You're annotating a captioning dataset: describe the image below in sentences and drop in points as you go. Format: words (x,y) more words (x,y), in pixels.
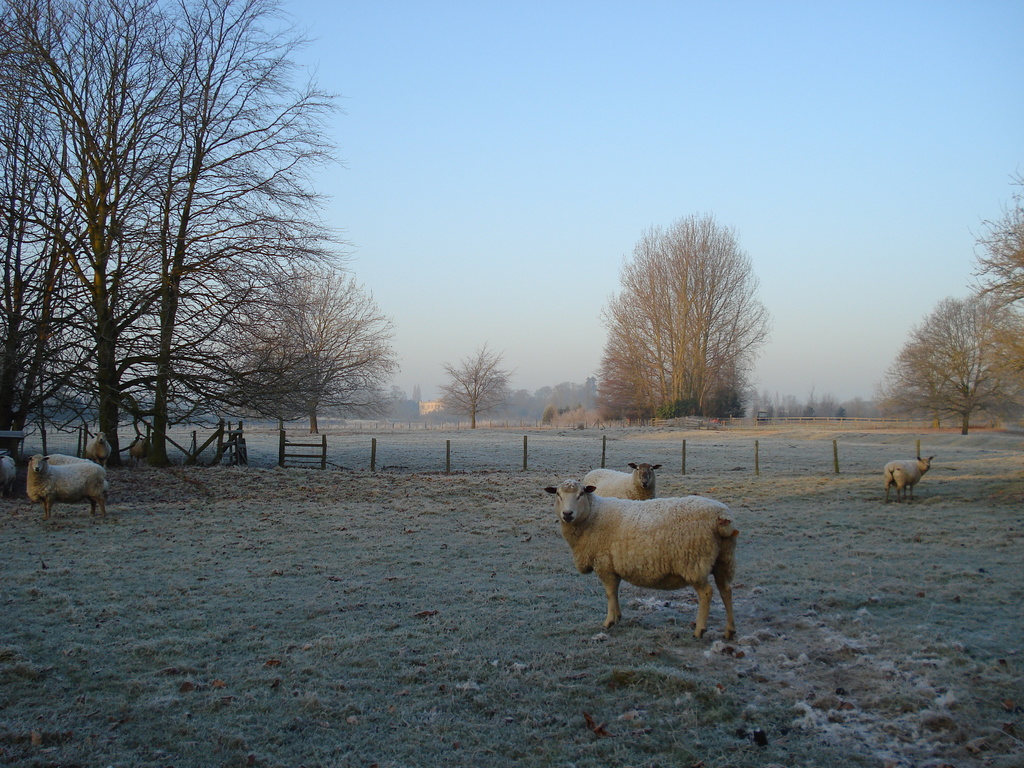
In this image we can see sky (457,263), trees (326,357), wooden fence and a flock (569,496) standing on the ground (540,632).
